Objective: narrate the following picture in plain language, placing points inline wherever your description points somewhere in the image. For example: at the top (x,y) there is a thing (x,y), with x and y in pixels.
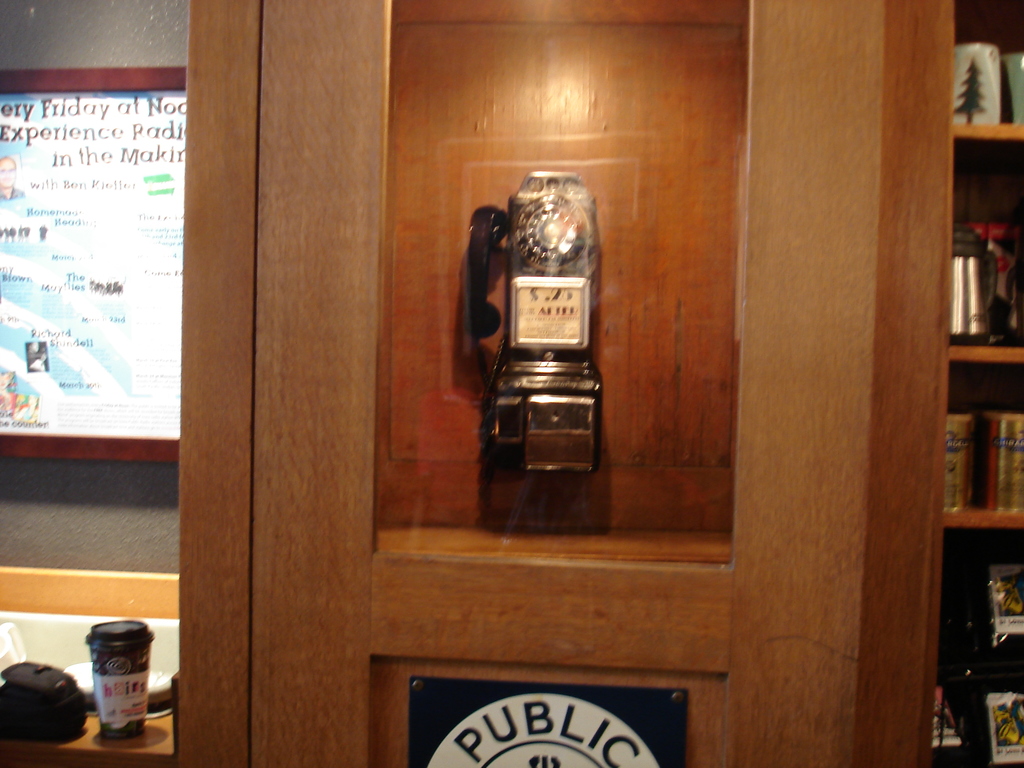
In this image in the front (646,578) there is a shelf (607,412) and in the shelf (570,484) there is a telephone (540,358) and there is some text (588,720) written on the cupboard (678,676). On the right side (1011,274) there are objects (1003,323) in the shelf (1008,349) and on the left side (76,315) there is a frame (75,442) with some text (66,285) written on it and below the frame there is a cup (95,677) and there is an object (37,704) which is black in colour in the shelf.
